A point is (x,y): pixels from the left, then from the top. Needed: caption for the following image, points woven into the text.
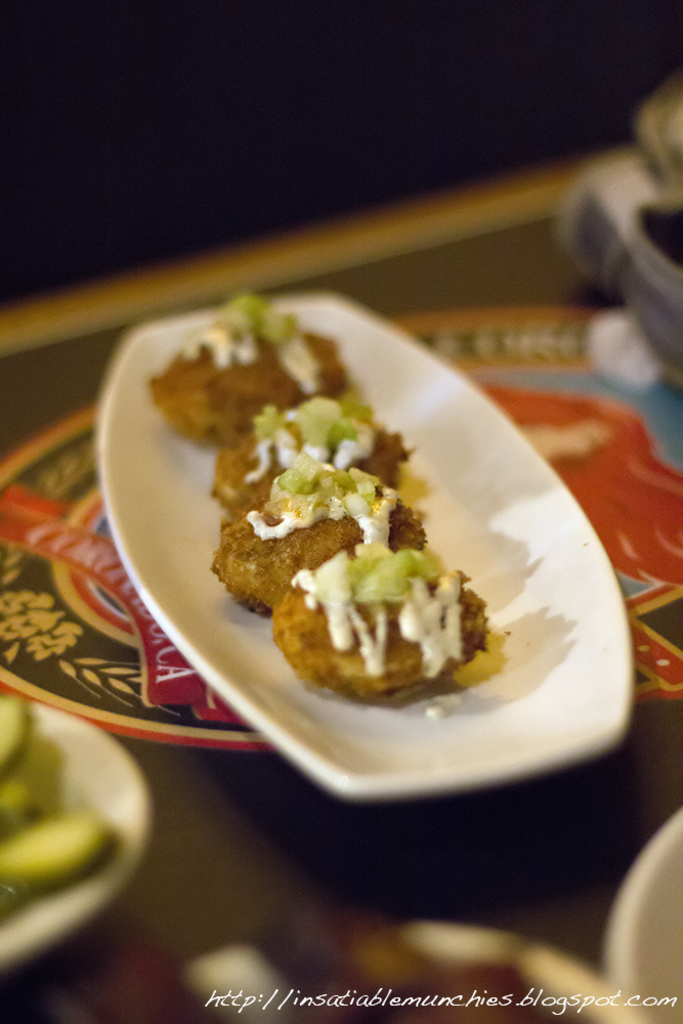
In this picture we can see plates (115,840) with food items (309,468) on it and some objects (637,223) and these all are placed on the platform (381,235) and in the background (312,155) it is dark.
